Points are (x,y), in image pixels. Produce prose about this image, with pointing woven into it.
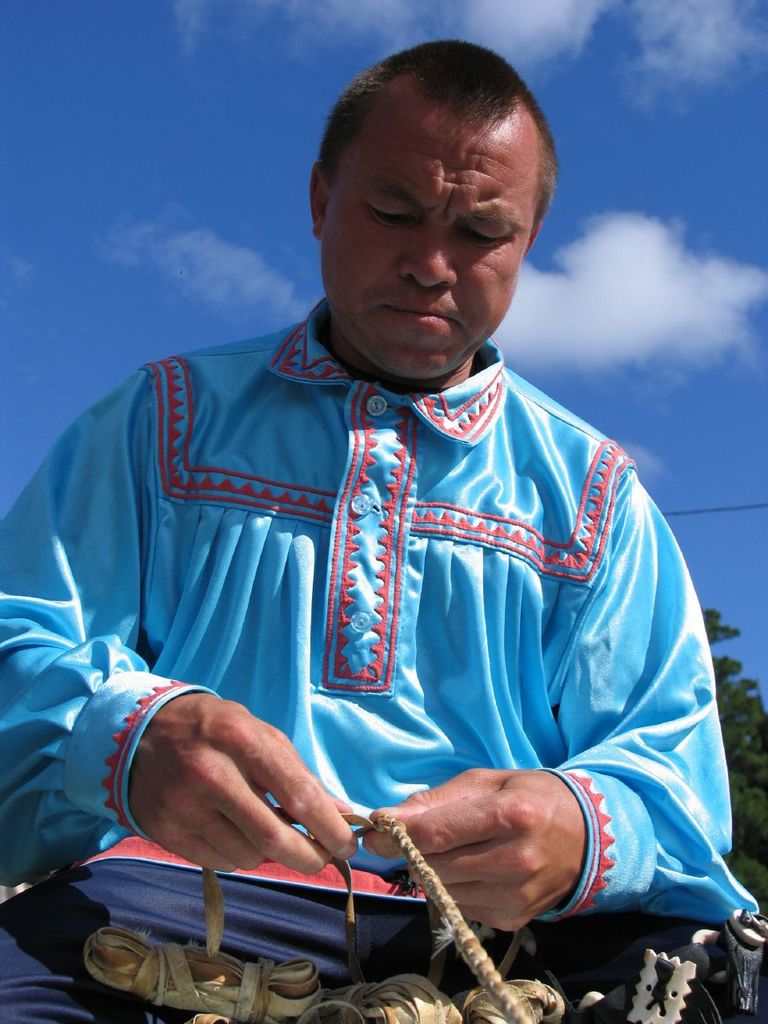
This picture is clicked outside. In the foreground (336,327) there is a person (347,510) wearing blue color shirt (409,595), holding some objects (440,943) and seems to be sitting. In the background (654,100) we can see the sky (713,449) and some trees (760,808).
